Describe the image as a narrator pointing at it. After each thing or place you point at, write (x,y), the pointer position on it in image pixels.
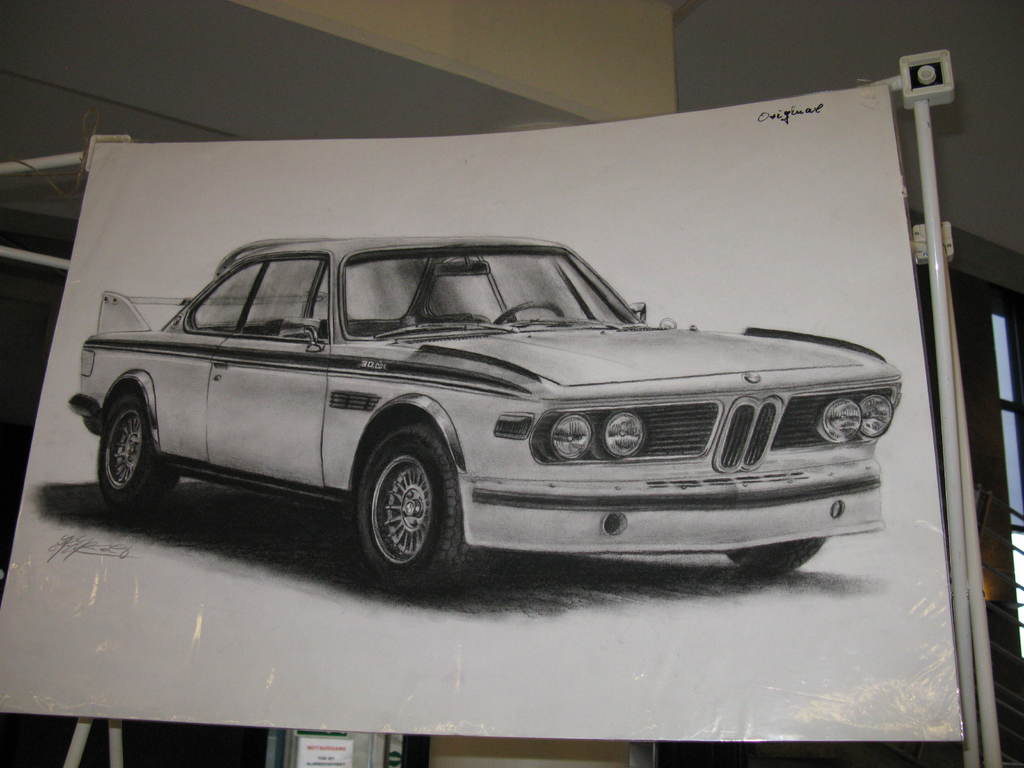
In this picture we can see a board (491,625) with a vehicle (435,579) on it and in the background (889,767) we can see a wall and some objects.
